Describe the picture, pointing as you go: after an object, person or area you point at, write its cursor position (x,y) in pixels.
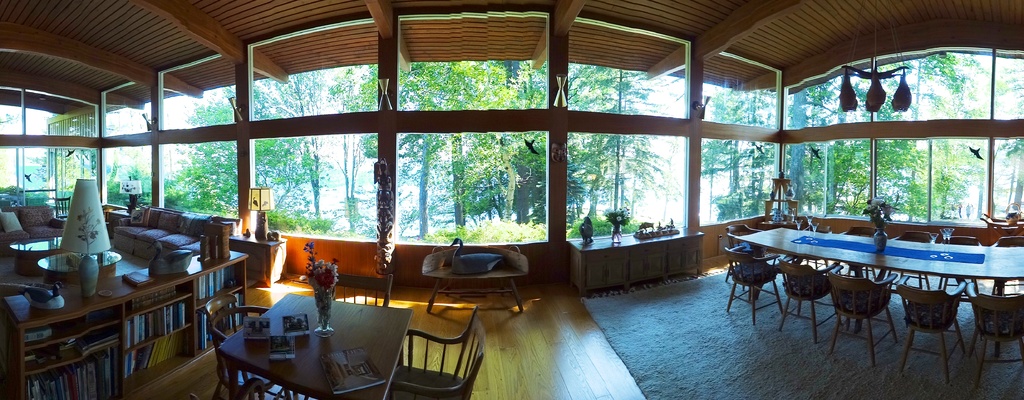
This picture is taken inside the room (276,277). In this image, we can see some tables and chairs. In this image, we can also see shelf (138,304) with some books (144,316), on the shelf (129,293), we can see a lamp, we can also see some other objects (132,277). In the background (436,220), we can see a window (456,222), outside the window (368,216), we can see some trees (472,175). At the bottom (648,363), we can see a mat (876,398).
